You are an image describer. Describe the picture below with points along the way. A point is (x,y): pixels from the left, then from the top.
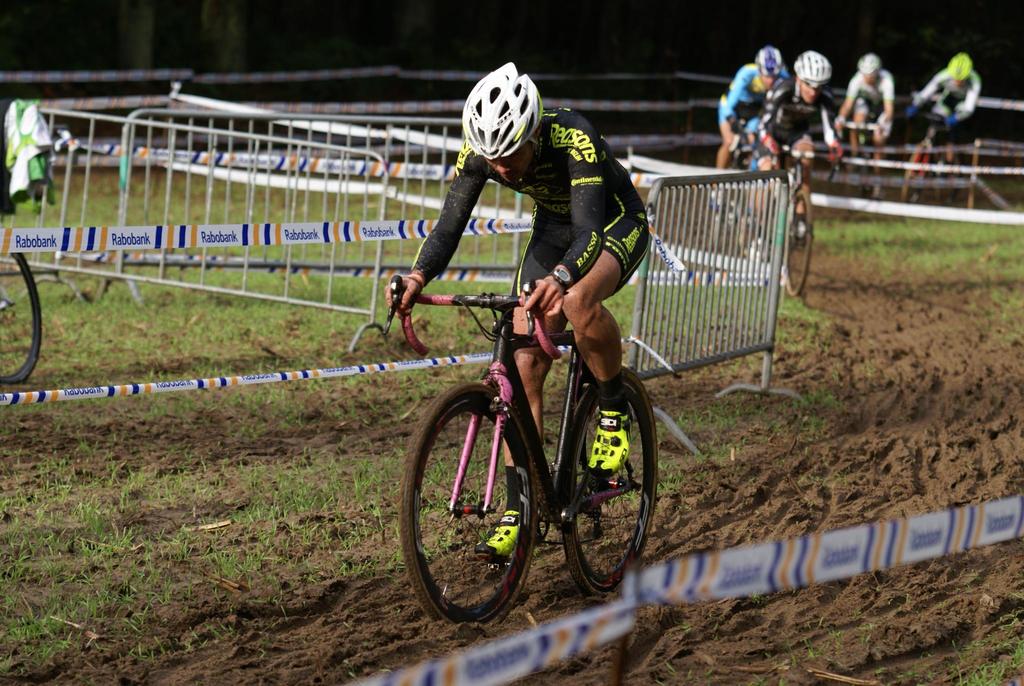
In this image we can see people (559,239) cycling wearing helmets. There are metal fencing (172,144) and ribbons (1021,522). At the bottom of the image (362,613) there is soil (354,634) and grass (140,592).
